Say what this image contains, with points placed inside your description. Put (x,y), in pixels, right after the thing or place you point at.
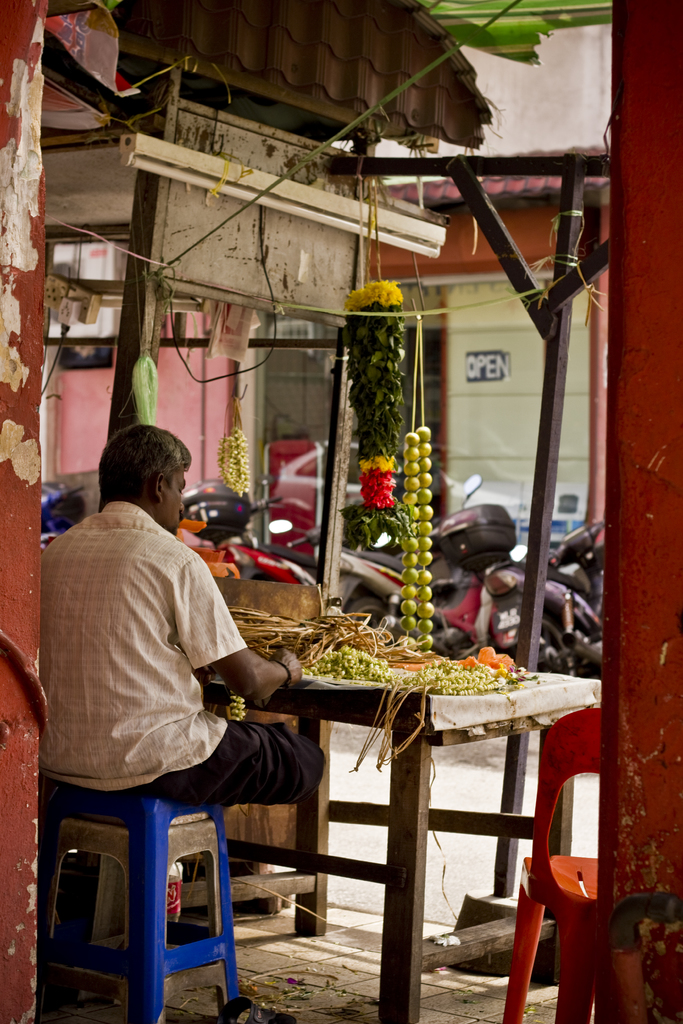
In this picture on the left side (122,780), we can see a person (111,622) sitting in front of the table (468,740). On that table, we can see some flowers (413,662) and grass (266,649). On the right side (569,760), we can also see a chair (568,872). In the background (565,600), we can see some garlands (385,517), bikes (485,573), cars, glass doors (472,398), wall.
